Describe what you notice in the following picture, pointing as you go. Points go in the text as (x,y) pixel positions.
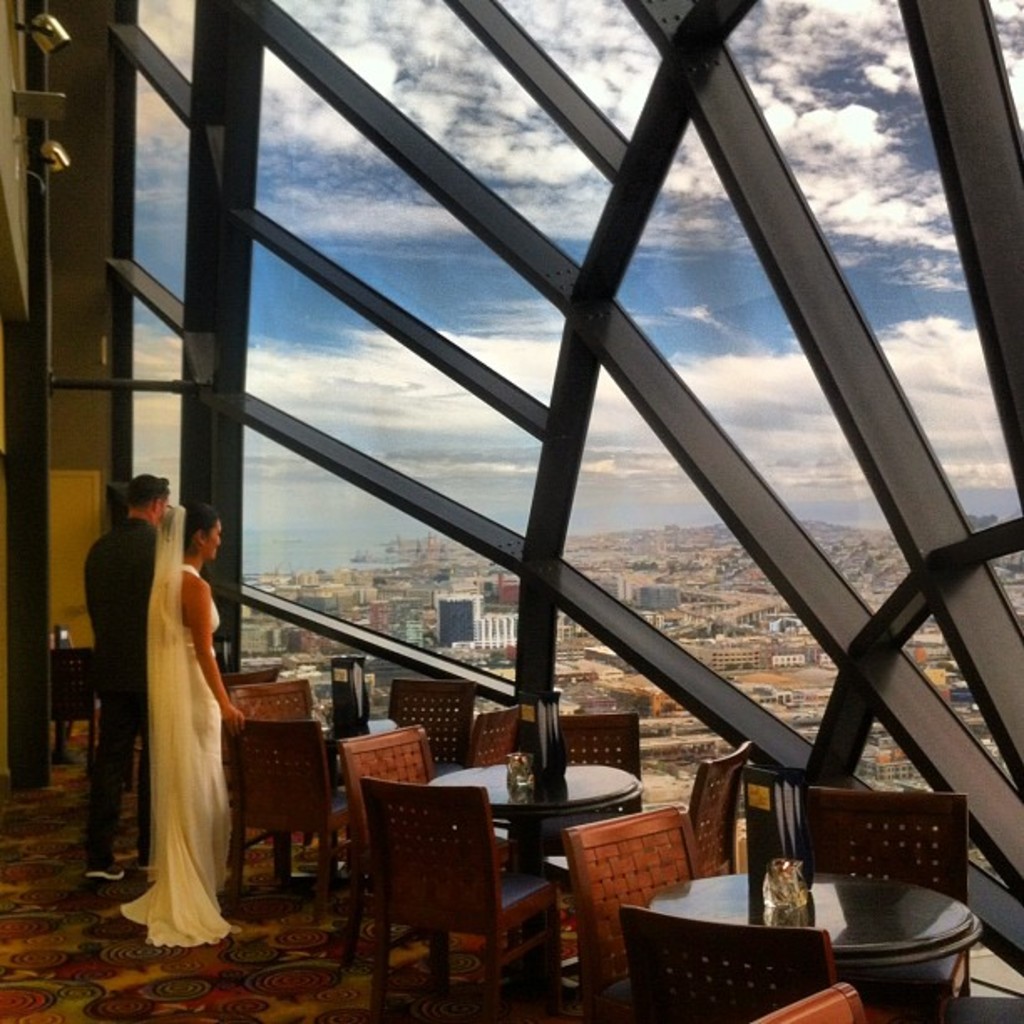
A man (143,689) and woman (184,766) in gown (187,721) and veil (162,654) is standing. In front of them there are chairs (484,825) and tables (727,890). And in the background (368,610) there are buildings (625,702) and sky (472,295).
